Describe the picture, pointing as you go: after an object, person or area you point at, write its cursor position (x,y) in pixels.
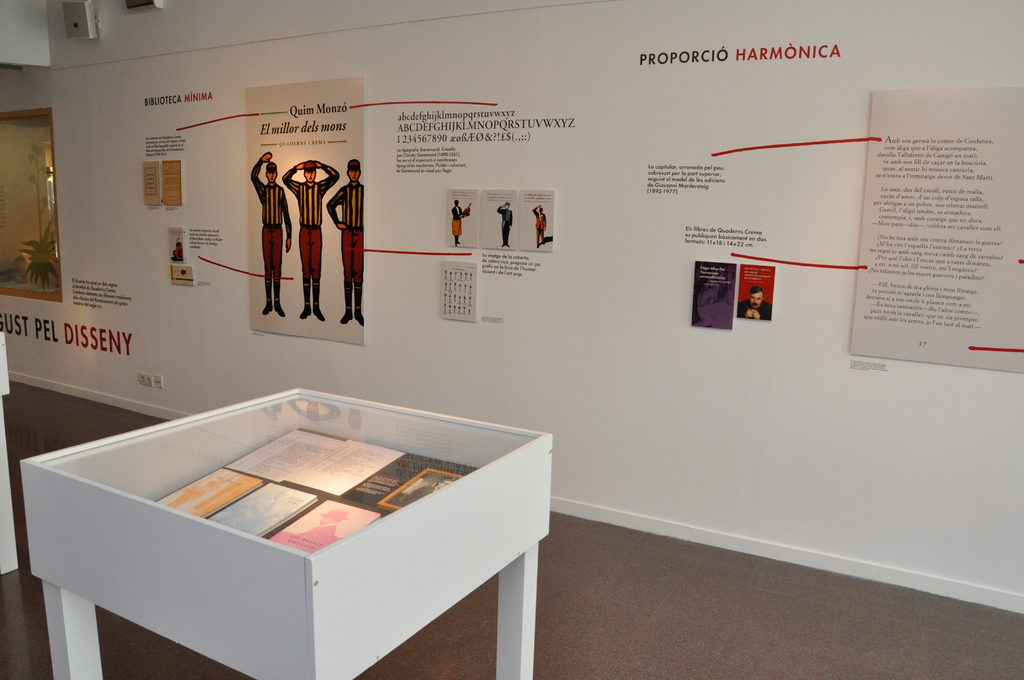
In the picture there is a table (404,546), in the table (518,473) there are some books (317,471), there is a wall (518,288), on the wall (601,288) there are some posters (885,275) and there is some text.
